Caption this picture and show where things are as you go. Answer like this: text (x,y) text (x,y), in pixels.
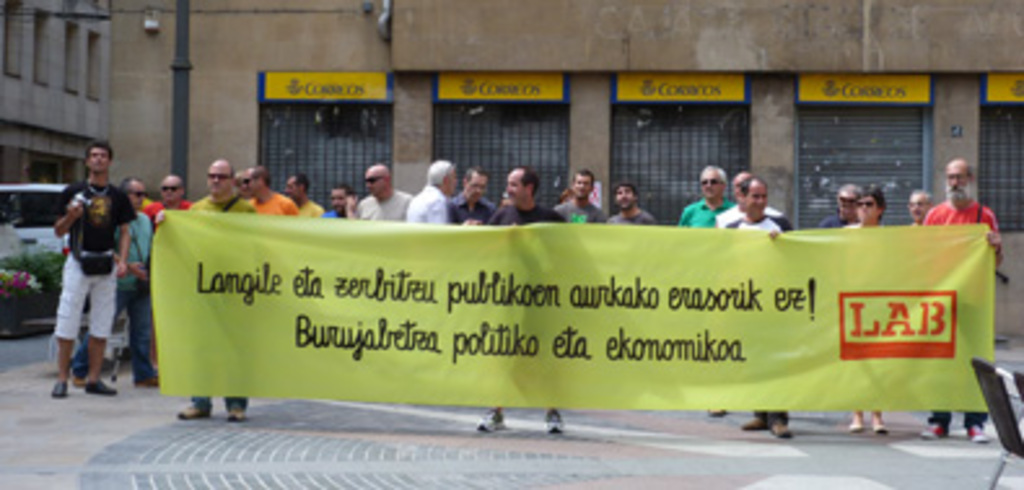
This image is slightly blurred, where we can see these persons (705,171) are standing on the road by holding banner (594,283) on which we can see some text (534,329). Here we can see the wall (125,133), plants (43,279) and a vehicle (33,240).
